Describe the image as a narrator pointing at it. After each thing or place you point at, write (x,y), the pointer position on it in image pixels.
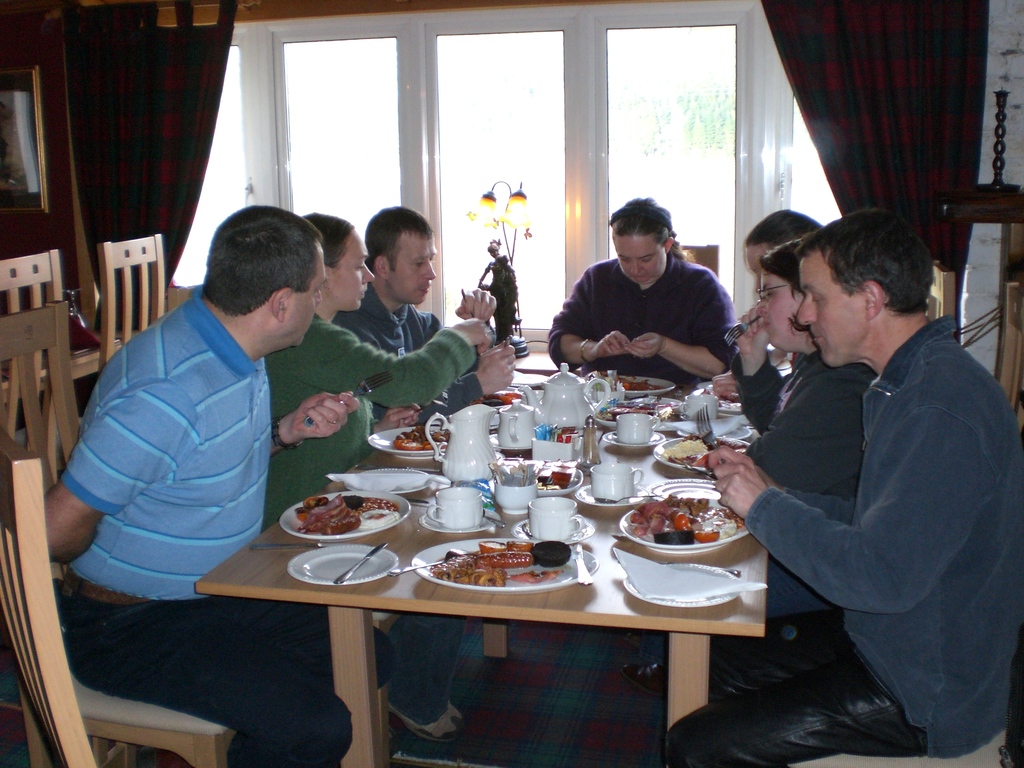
In this picture we can see a group of people (645,341) sitting on chairs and in front of them on table (281,572) we can see plates (477,547) with some food items (550,544), cup (455,506), saucer (441,519), jar (482,418), teapot (540,414), bottles (581,445), knife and in background (501,209) we can see windows (641,120), curtains (826,86), frames (13,180) to wall (55,57).
